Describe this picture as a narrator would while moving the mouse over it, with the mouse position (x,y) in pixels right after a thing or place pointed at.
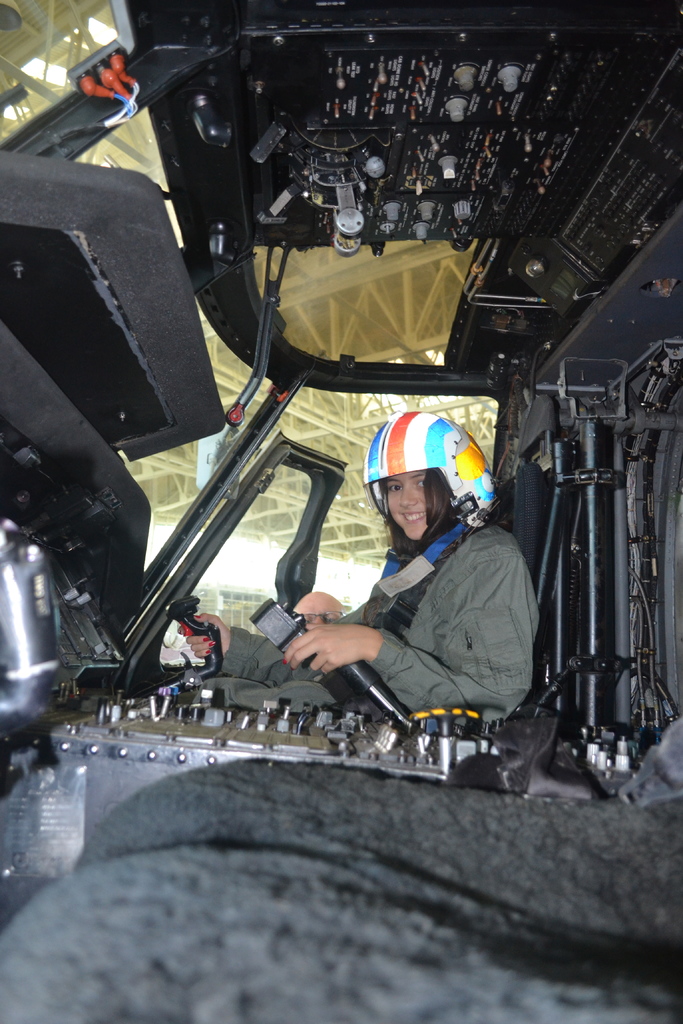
Here we can see an inside view of an aircraft (355,796), in this picture we can see a woman (457,652) is sitting, she wore a helmet (458,507), in the background (331,406) there are some metal rods (410,342), we can see equipment (441,178) in the middle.
